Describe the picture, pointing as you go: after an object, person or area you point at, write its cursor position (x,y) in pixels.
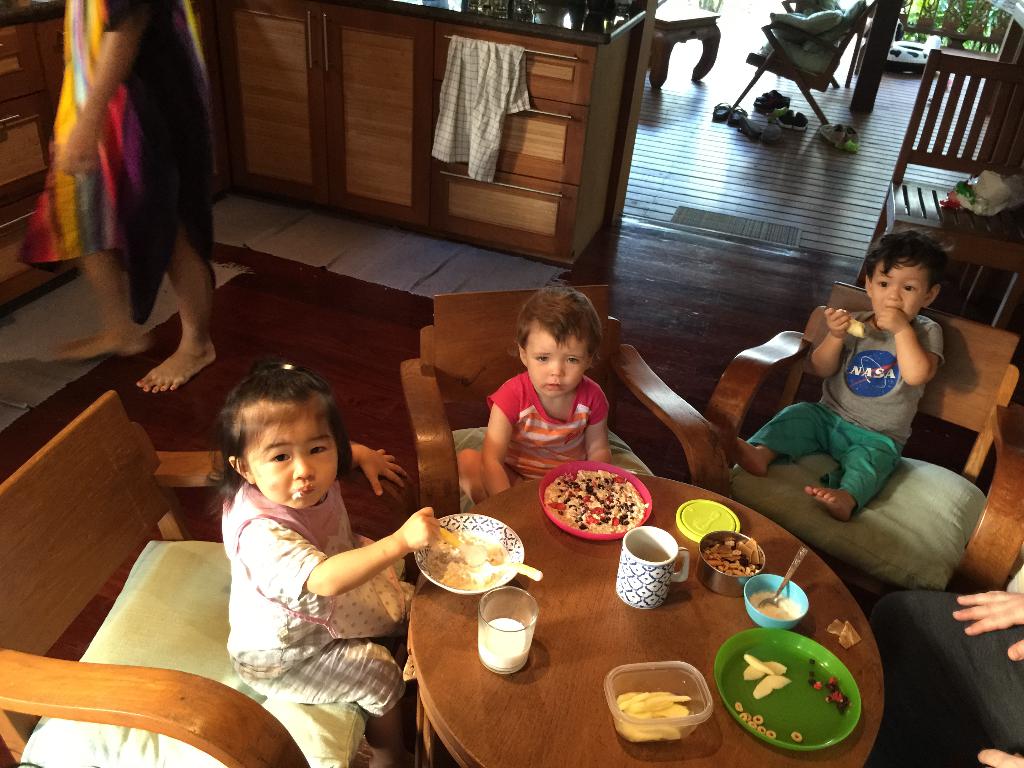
There are three kids (494,421) sitting in the chairs (626,463) in front of a table (617,760) on which some plates (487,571), cups (479,624), bowls (657,690) were placed. There is a woman (125,203) standing in the left side (163,222). In the background (779,112) there is a chair (774,50) and some chappals (764,96) here.
